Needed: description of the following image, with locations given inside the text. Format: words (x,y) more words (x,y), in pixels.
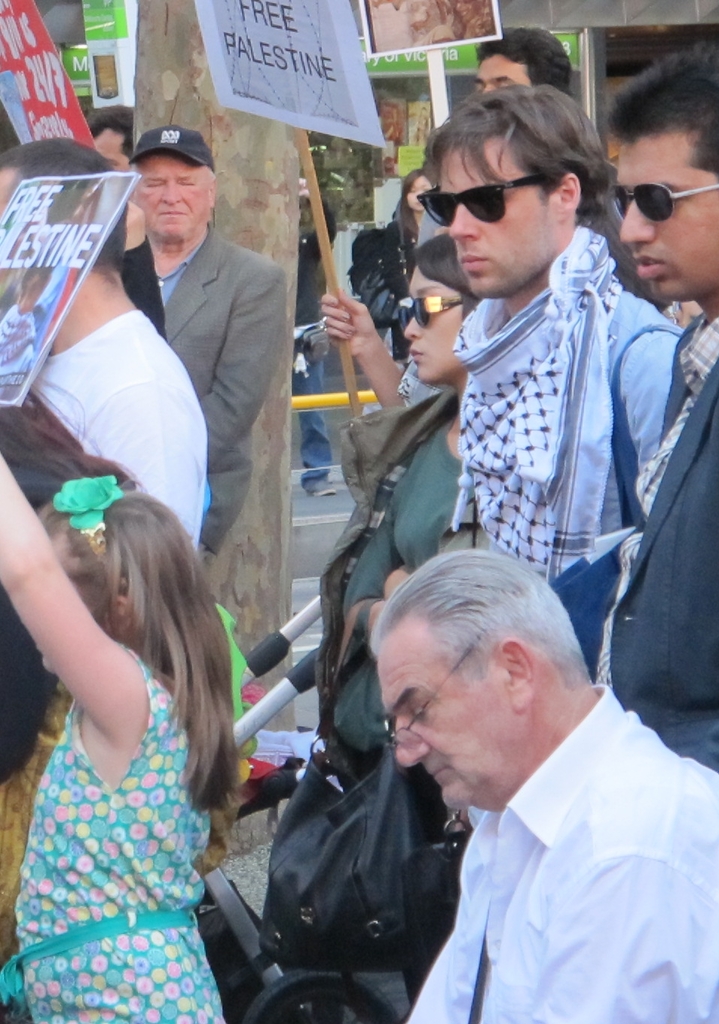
In this image there are group of persons (569,503) standing and sitting and holding placards (97,222) with some text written on it. In the background (293,339) there is a tree (281,407), there is railing (294,405) which is yellow in colour and there are boards (71,64) with some text (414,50) written on it.
